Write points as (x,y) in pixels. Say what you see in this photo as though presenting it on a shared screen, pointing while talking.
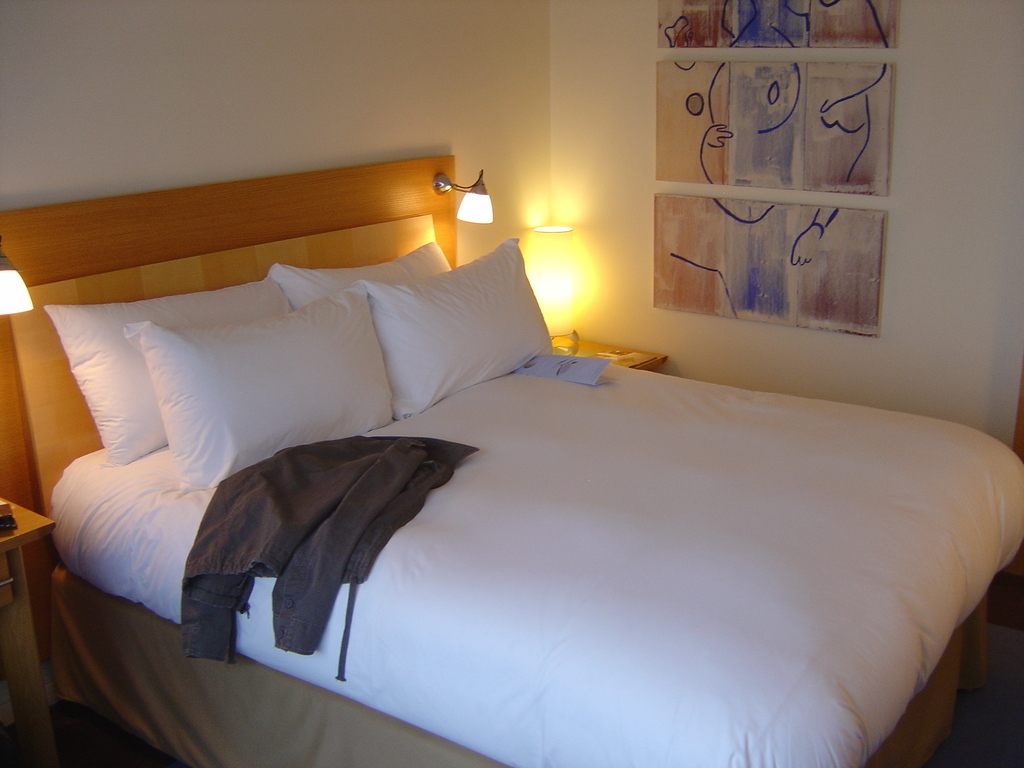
This is bed (621,462) and these are the pillows (365,373). There is a jacket (262,547) on the bed (432,664). There are lights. In the background (574,131) there is a wall (903,293) and these are the frames (754,219). And this is floor (992,721).
